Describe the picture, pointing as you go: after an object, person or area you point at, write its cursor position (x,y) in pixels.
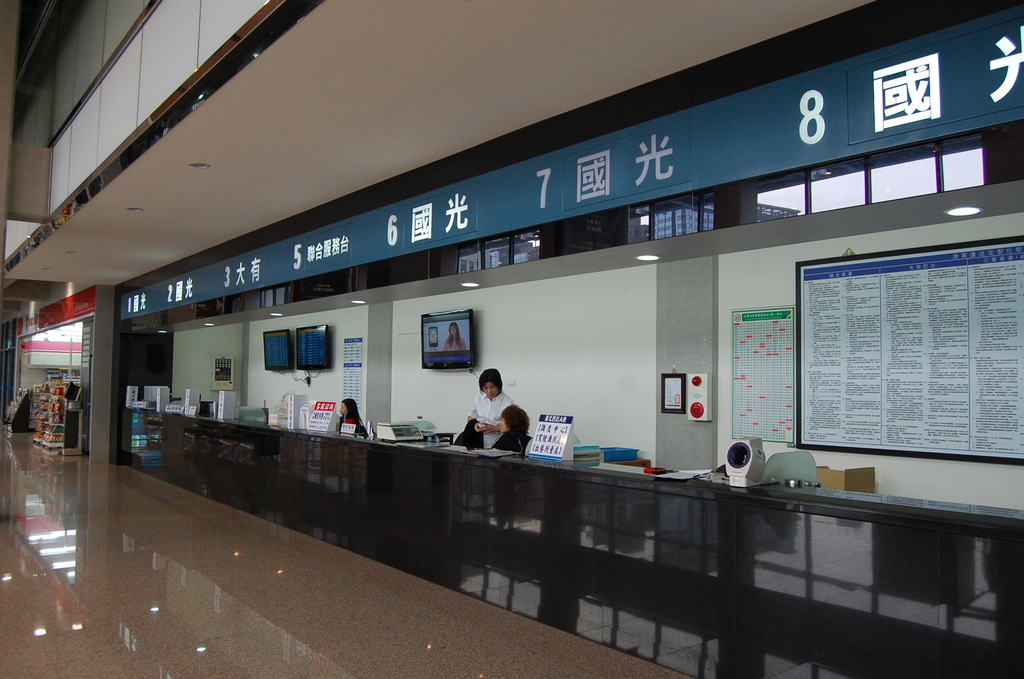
In the center of the image (381,443) we can see a counter top (395,491) and there are boards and some objects (684,473) placed on the countertop (379,497). In the background (512,436) there are people (494,412). We can see screens (268,339) and a board (816,360) placed on the wall (647,292). There are lights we can see a stand (36,412).
